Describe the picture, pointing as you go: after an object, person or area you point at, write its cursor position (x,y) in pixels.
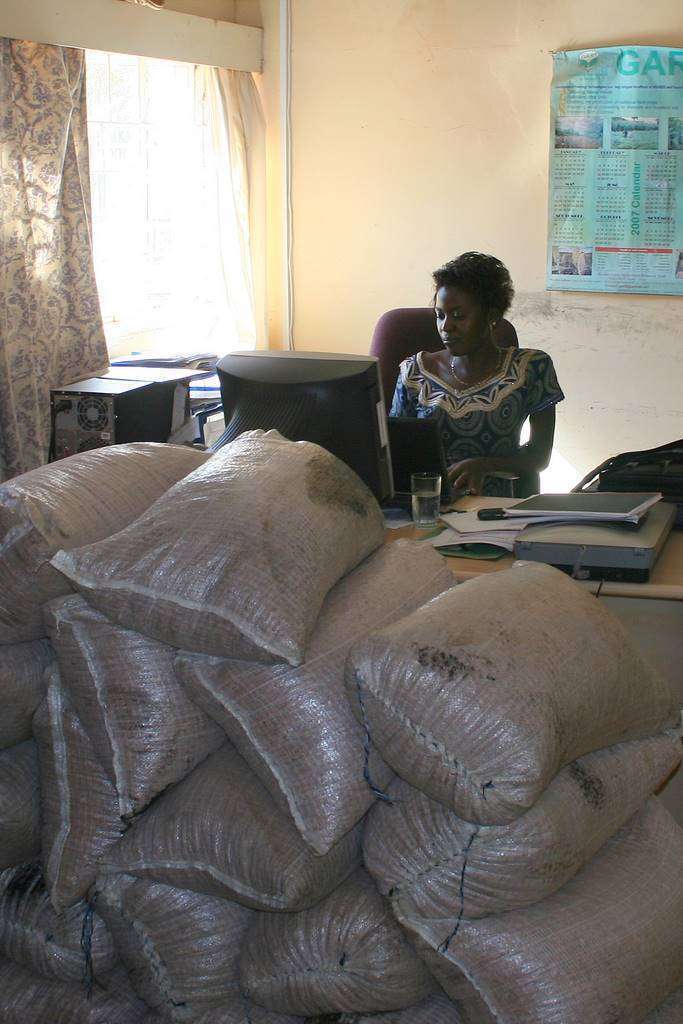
In this image, we can see a lady (457,410) sitting on the chair (434,330) and we can see a desktop (256,393), a glass (429,475) with water (438,501) and some other objects (632,531) on the table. In the background (627,424), there is a poster (558,219) on the wall (524,344) and we can see a curtain (86,357) and a pipe (280,173) and some papers (171,353). At the bottom (332,728), there are gunny bags (322,607).
